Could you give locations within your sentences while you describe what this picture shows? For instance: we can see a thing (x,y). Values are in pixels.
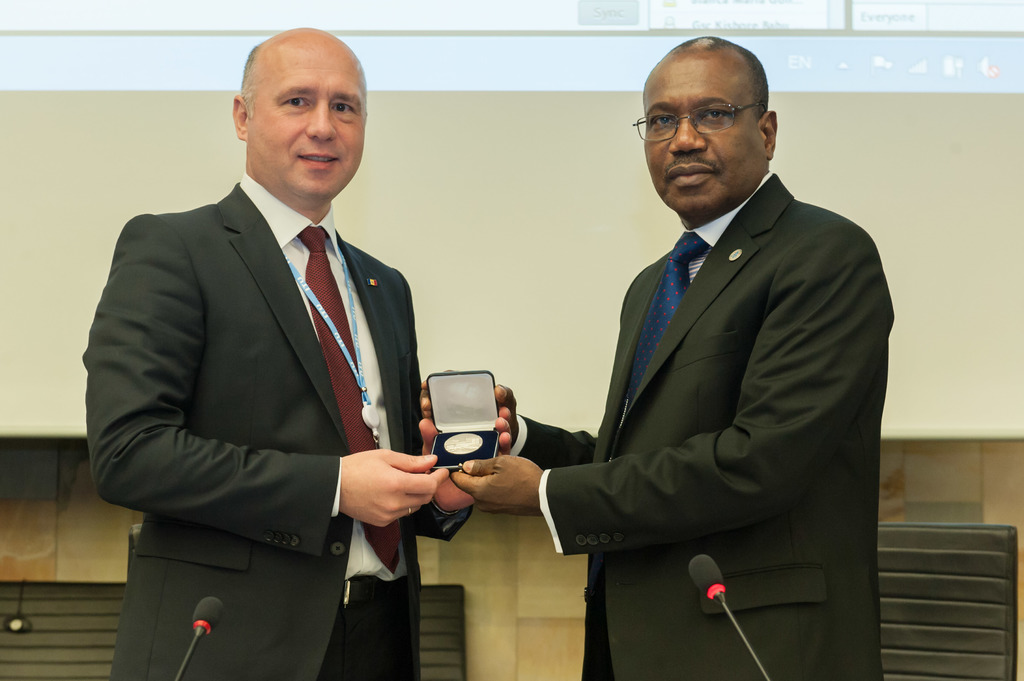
In this image there are two persons (503,451) holding an object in their hands (387,481), in front of them there are mics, behind them there are chairs (80,614) and a screen (507,319) hanging on the wall (70,508).
